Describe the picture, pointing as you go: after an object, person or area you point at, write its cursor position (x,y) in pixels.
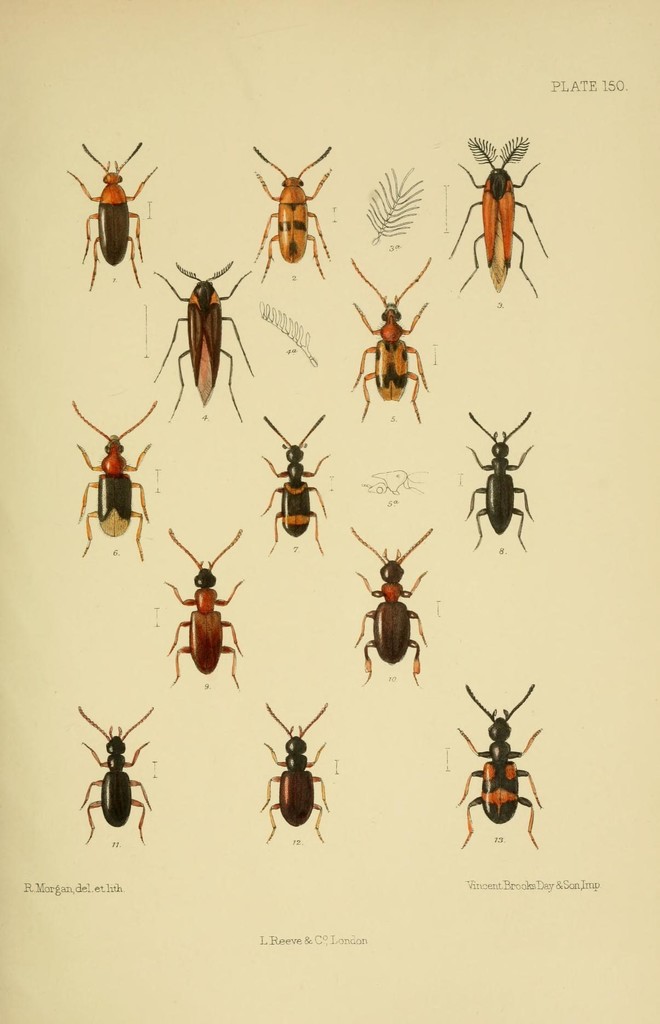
In this picture we can see a paper (230,978), in the paper (214,213) we can find pictures (149,178) of insects (173,538) and we can find some text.
